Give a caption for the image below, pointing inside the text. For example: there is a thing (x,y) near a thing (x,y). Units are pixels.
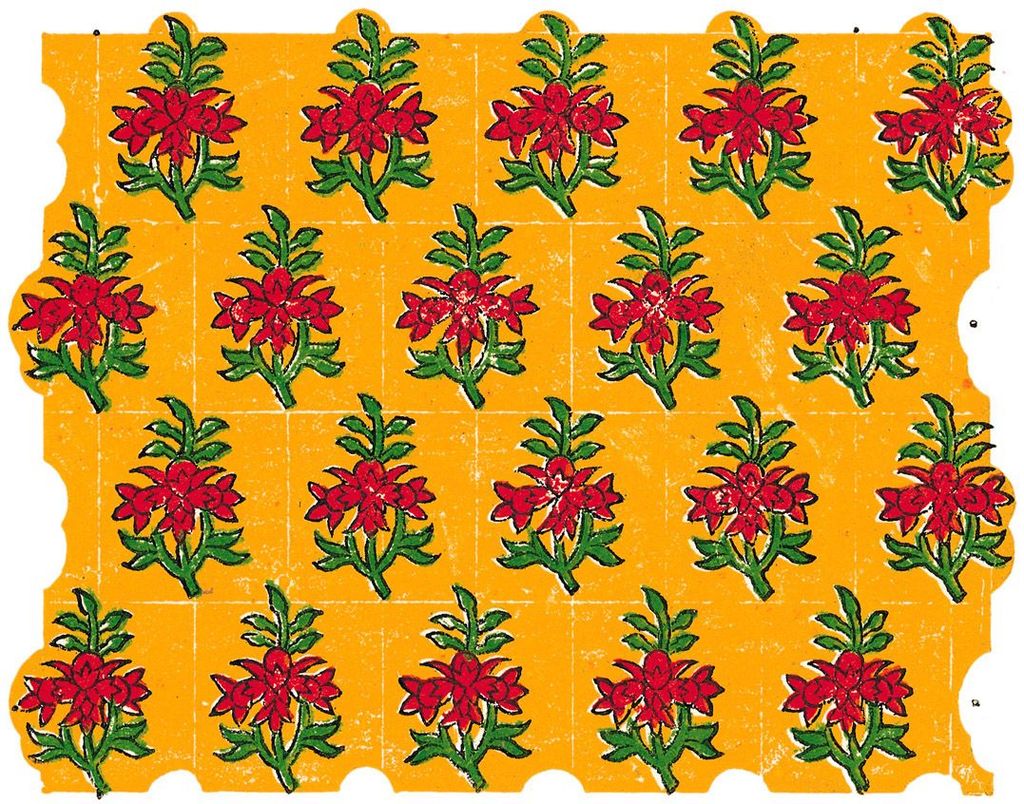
In the image there is a flower plant design (144,118) on a yellow background (310,402).
